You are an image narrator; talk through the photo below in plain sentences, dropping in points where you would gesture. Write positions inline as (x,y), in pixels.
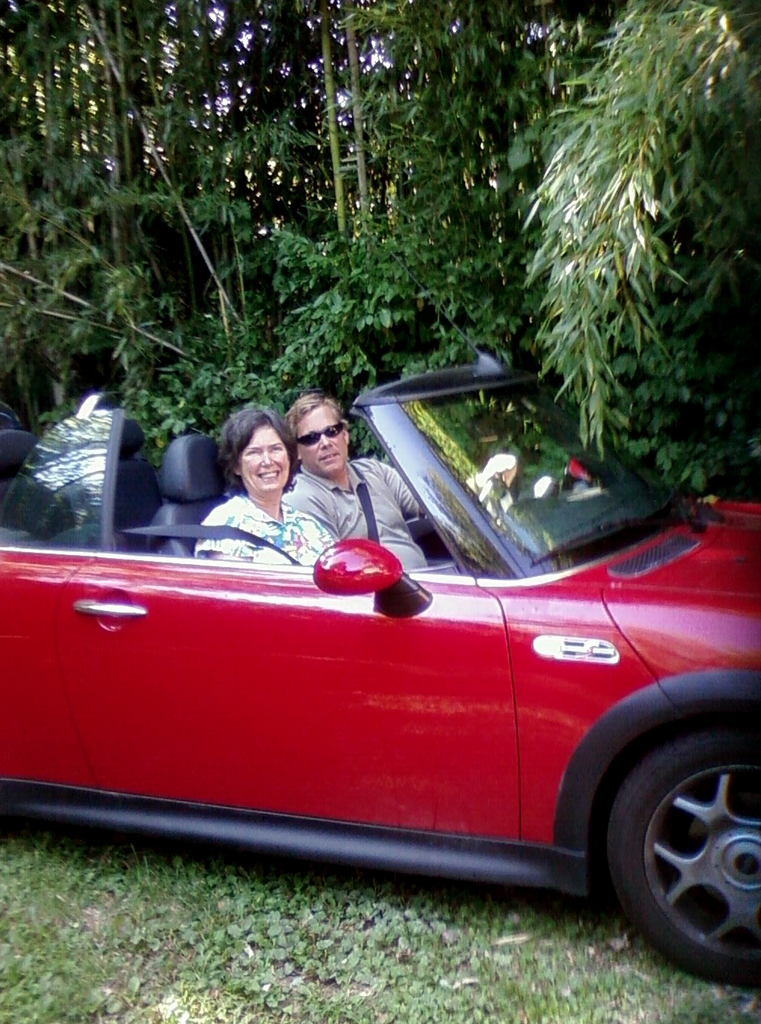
In the middle (337,546) there is a car (330,676) Inside the car (298,573) there are two people (337,486). To the left (241,503) there is a woman (258,531) she is smiling her hair (244,434) is short. On the right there is a man (368,476), he wear a t shirt (375,492). In the background (555,243) there are many trees (461,135). At the bottom (355,971) there is a grass (400,907).
